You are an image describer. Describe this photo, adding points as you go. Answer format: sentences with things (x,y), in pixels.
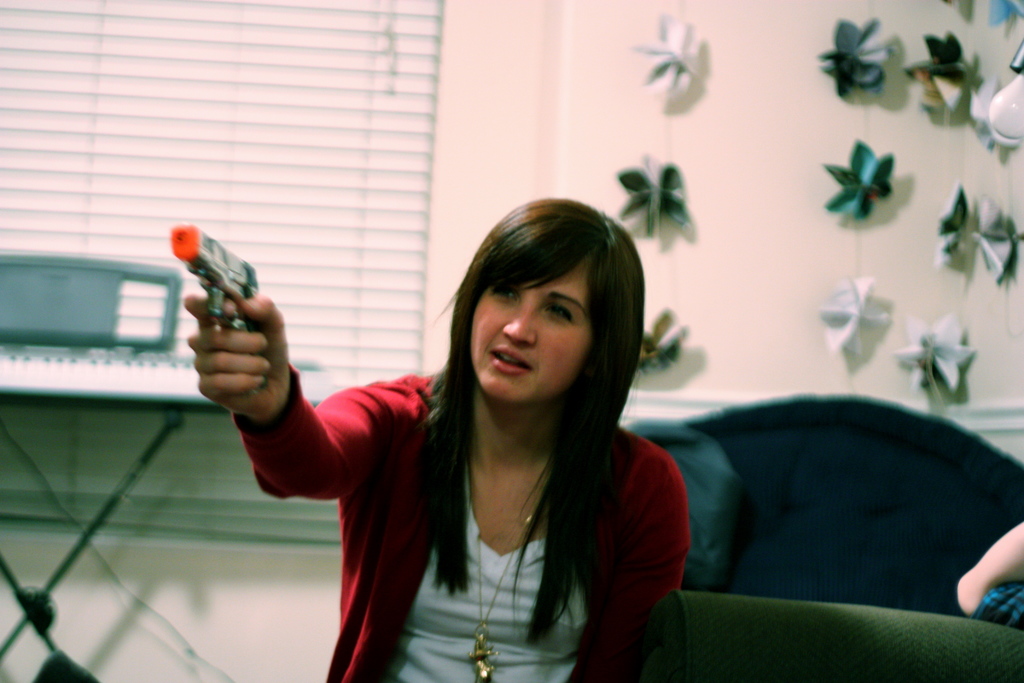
This picture is clicked inside the room (251,605). In this picture, we see a woman (418,584) in the white and the red T-shirt (395,574) is sitting. She is holding the gun (252,266) in her hands (215,355). Behind her, we see a sofa (836,546). Behind that, we see a white wall (515,156) and we even see the wall hangings (870,71) which are made up of papers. On the right side (1005,549), we see the hand (1000,576) of a person (986,577). On the left side (172,331), we see a musical instrument (118,393) which looks like a keyboard (92,350). Behind that, we see the window blind (269,203).
